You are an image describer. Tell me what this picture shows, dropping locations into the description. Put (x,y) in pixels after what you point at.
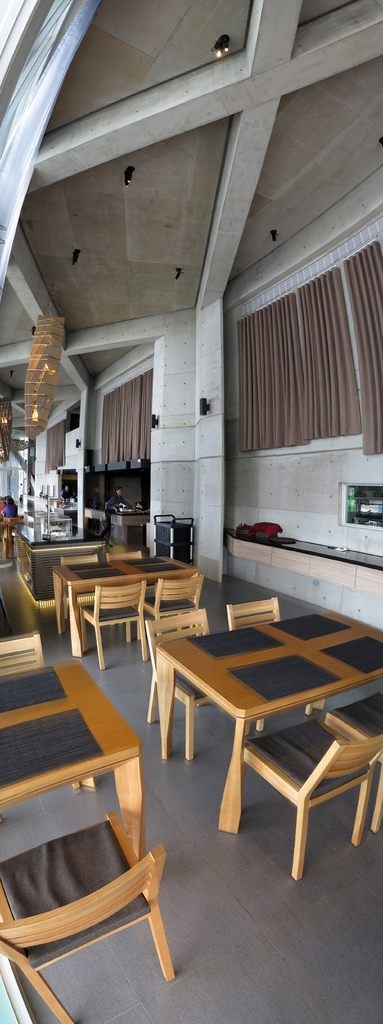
In the image there are many tables (169,698) and chairs (165,636). On the tables (262,658) there are black color mats (280,679). In the background (215,300) there are pillars (215,573), windows (319,354) with curtains (300,354) and a few other items (161,529). At the top of the image (194,184) there is a roof (219,126) with pillars (256,125).
